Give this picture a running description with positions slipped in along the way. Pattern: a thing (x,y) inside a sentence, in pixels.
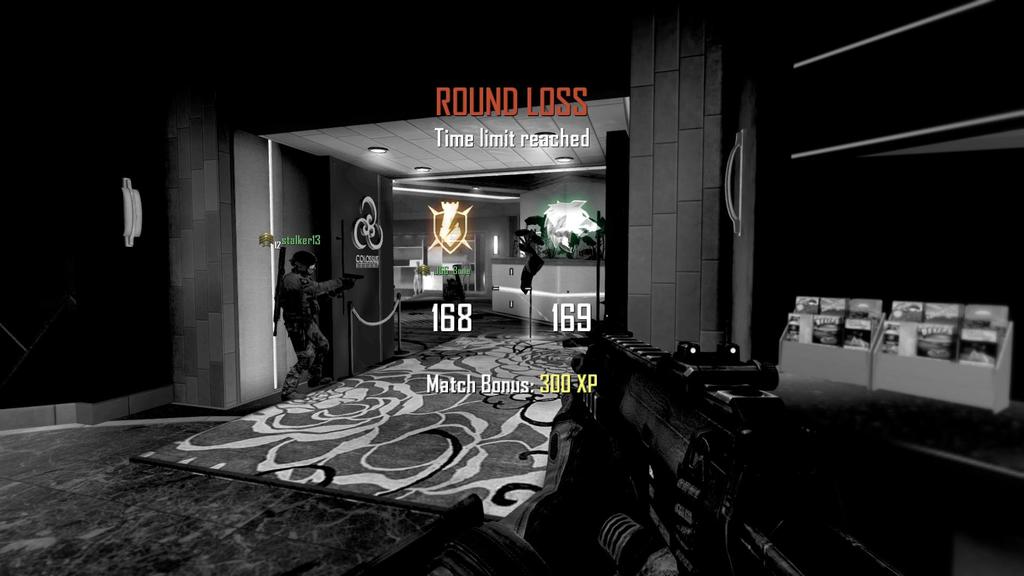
This is an animated image. We can see a man (298,336) is holding a gun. Behind the person (324,343) there are poles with a rope (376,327) and there are some other objects (842,325). At the bottom of the image (686,412), there is a gun (622,490). On the image, there are logos (557,233), words (564,109) and numbers (553,385).
